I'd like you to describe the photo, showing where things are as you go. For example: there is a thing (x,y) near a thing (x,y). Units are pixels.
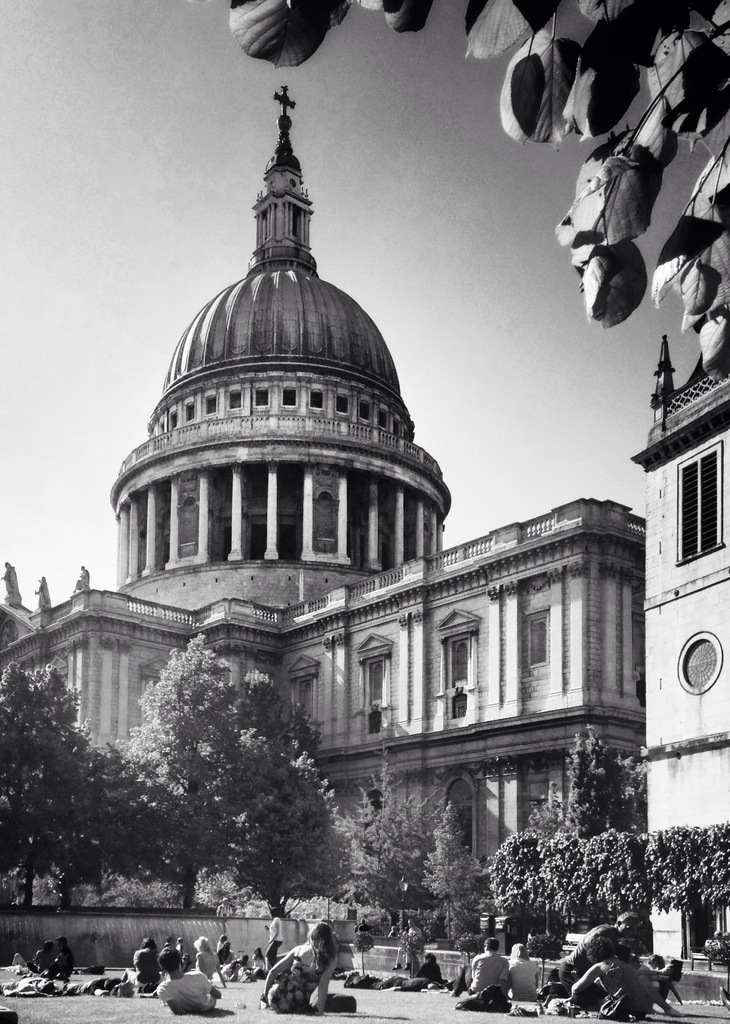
In this picture I can see people (322,964) on the surface (216,1009). I can see trees (286,877). I can see the building (343,746). I can see dome (246,304) at the top of the construction (251,317).
